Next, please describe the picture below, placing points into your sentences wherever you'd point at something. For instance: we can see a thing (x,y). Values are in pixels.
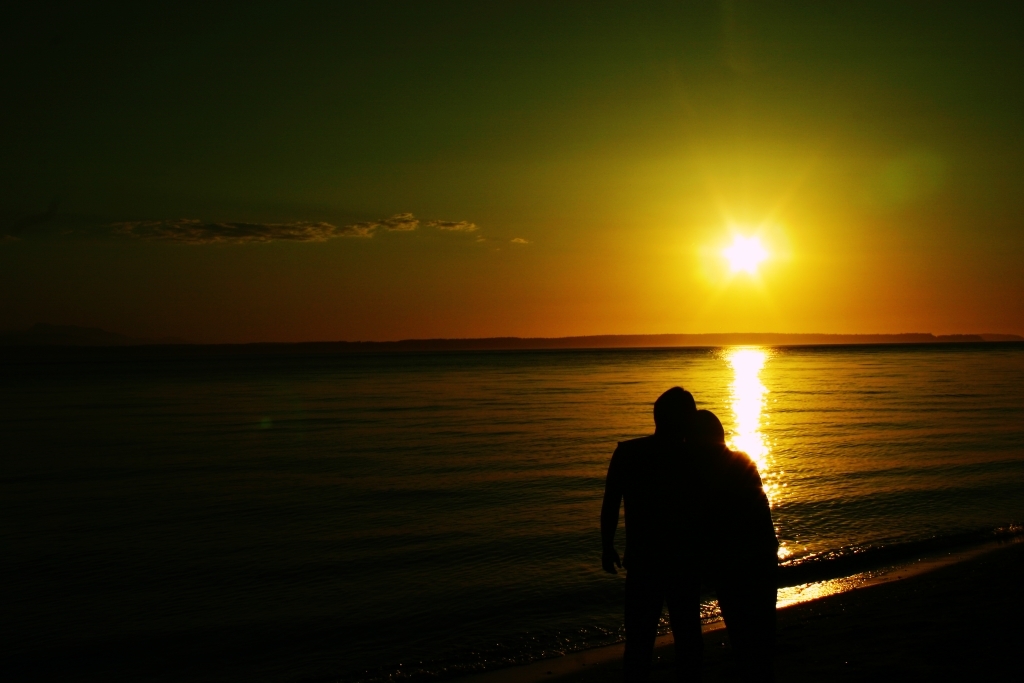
In this image we can see two persons (698,566) standing at the sea shore (711,627) hugging each other and at the background of the image (425,381) there is water (450,353), sunset (709,232) and orange color sky (357,172).
